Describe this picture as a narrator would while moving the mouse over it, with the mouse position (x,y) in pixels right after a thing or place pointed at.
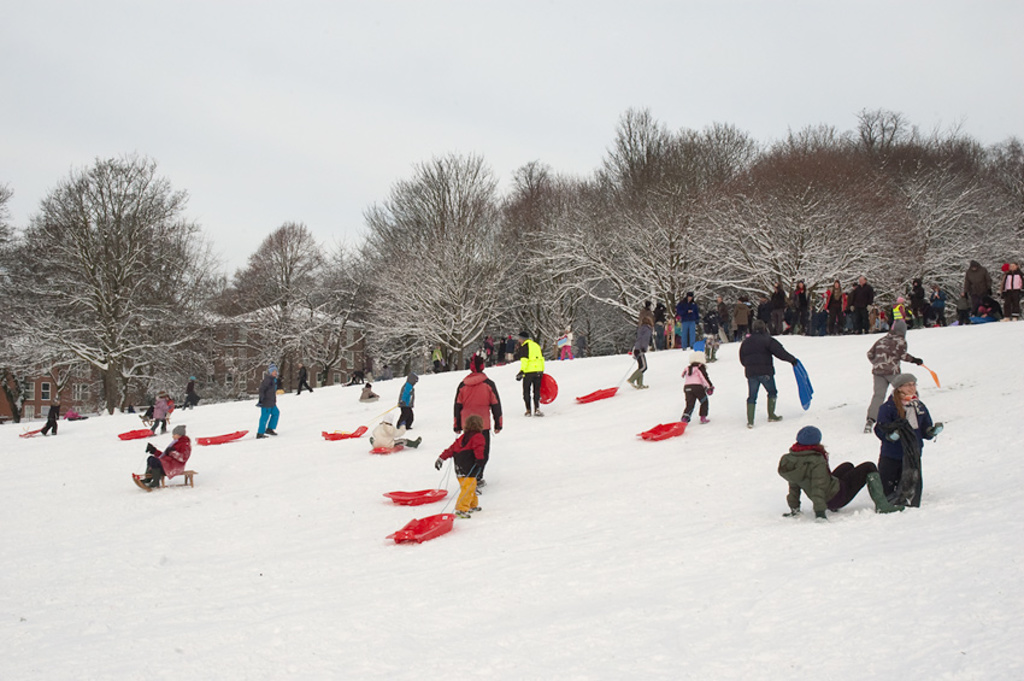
In the picture I can see people (465,421) among them some are standing and some are sitting. I can also see red color objects (448,529), houses (249,360), trees (463,300) and some other objects (798,358). In the background (300,165) I can see the sky (322,155).
